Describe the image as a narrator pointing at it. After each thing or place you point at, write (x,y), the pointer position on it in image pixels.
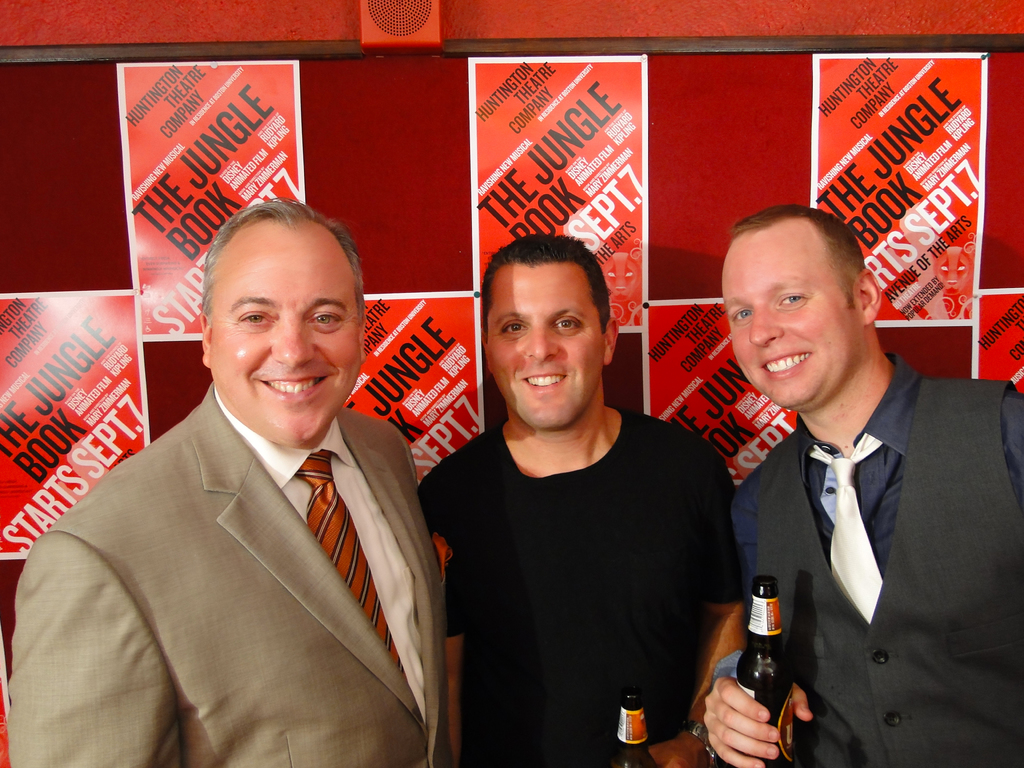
These three persons (351,478) are standing and smiling. This two persons (414,704) wore suit (920,626) and this man (555,569) and this man (808,717) are holding bottles (748,656). Background (398,163) there is a red board (421,148) with posters (486,107). On the top (419,16) there is a speaker (405,29) in red color.
